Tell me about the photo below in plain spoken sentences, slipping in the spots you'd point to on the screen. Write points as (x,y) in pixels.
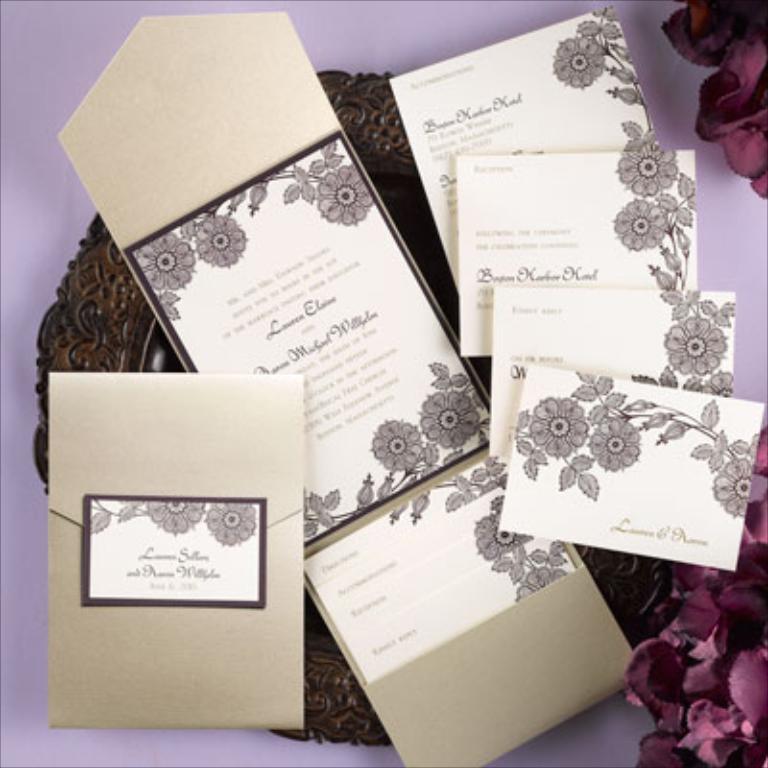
In this image in the center (358,428) there are some cards (168,430), and on the cards (592,250) there is some text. In the background (60,344) there is a tray (326,669) and a wall (17,103), on the right side (710,650) there are some objects (717,636).
